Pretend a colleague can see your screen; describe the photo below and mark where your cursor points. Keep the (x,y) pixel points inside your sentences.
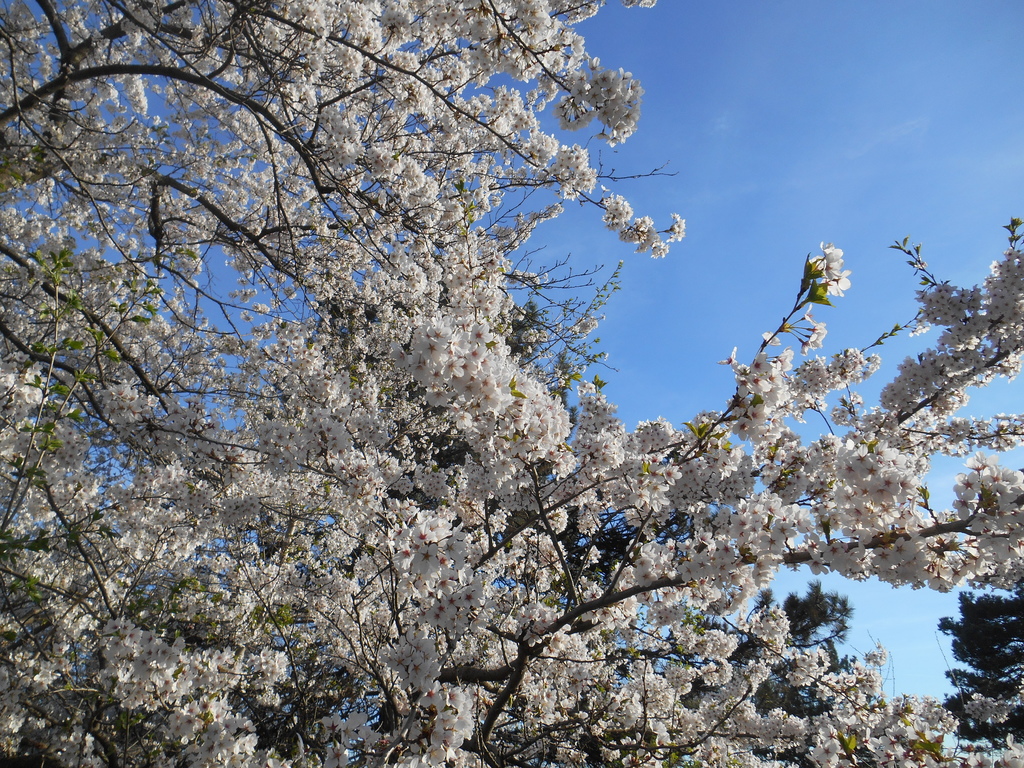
There are some trees (250,444) with white color flowers (438,478) as we can see in the middle of this image (496,484) and there is a sky (623,328) in the background (754,193).
